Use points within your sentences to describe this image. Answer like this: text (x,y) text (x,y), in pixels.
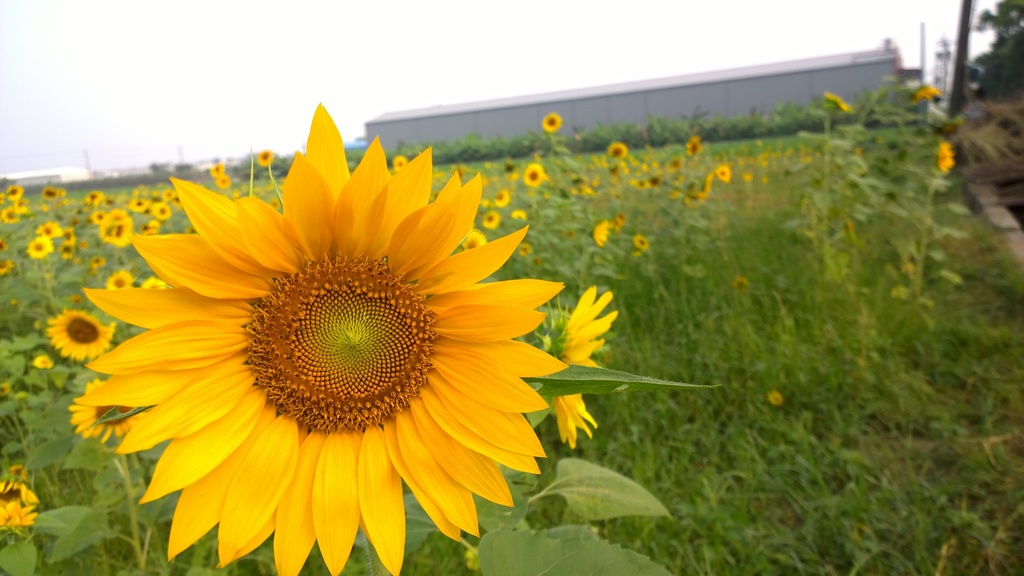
In front of the image there is sunflower (338,437), behind that there are sun flower plants (72,234) with flowers (111,232) and leaves (512,225), in the background of the image (487,156) there are metal sheds (566,110), electric poles (947,64) and trees (1011,45).
